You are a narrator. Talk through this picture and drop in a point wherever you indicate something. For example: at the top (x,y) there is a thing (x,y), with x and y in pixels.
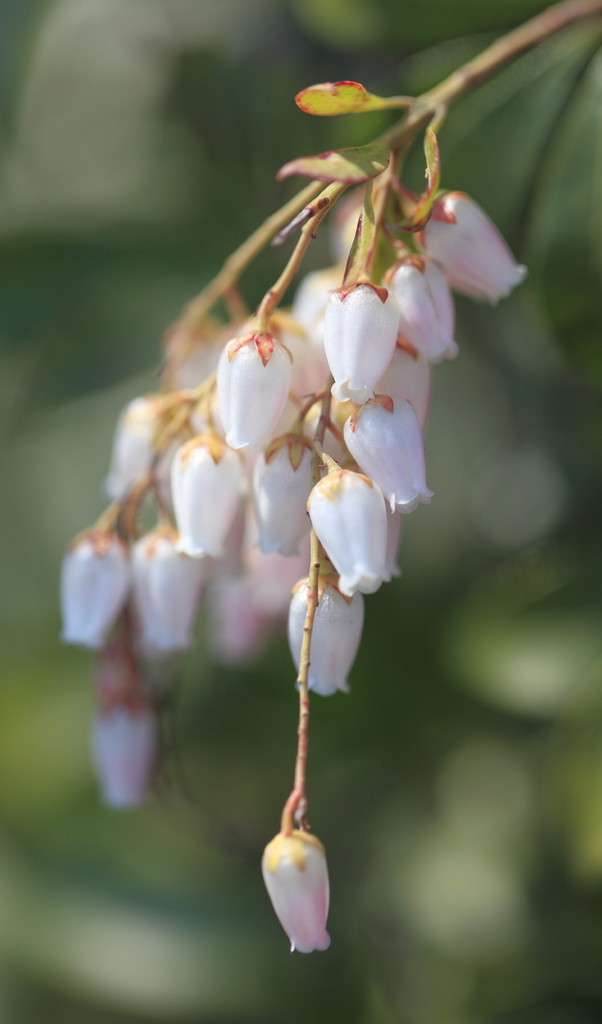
There are white flowers (325,582). The background (565,996) is blurred.
